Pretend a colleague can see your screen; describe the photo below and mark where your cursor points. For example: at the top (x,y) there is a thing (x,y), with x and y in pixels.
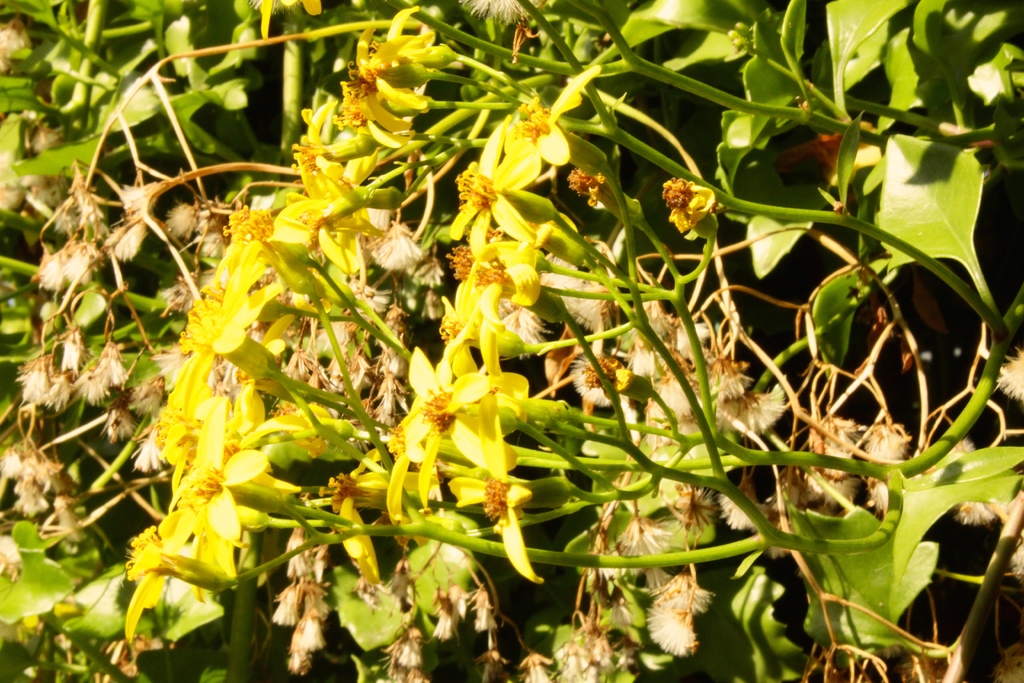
In this image there are plants (609,521) and we can see flowers (488,421) which are in yellow color.
